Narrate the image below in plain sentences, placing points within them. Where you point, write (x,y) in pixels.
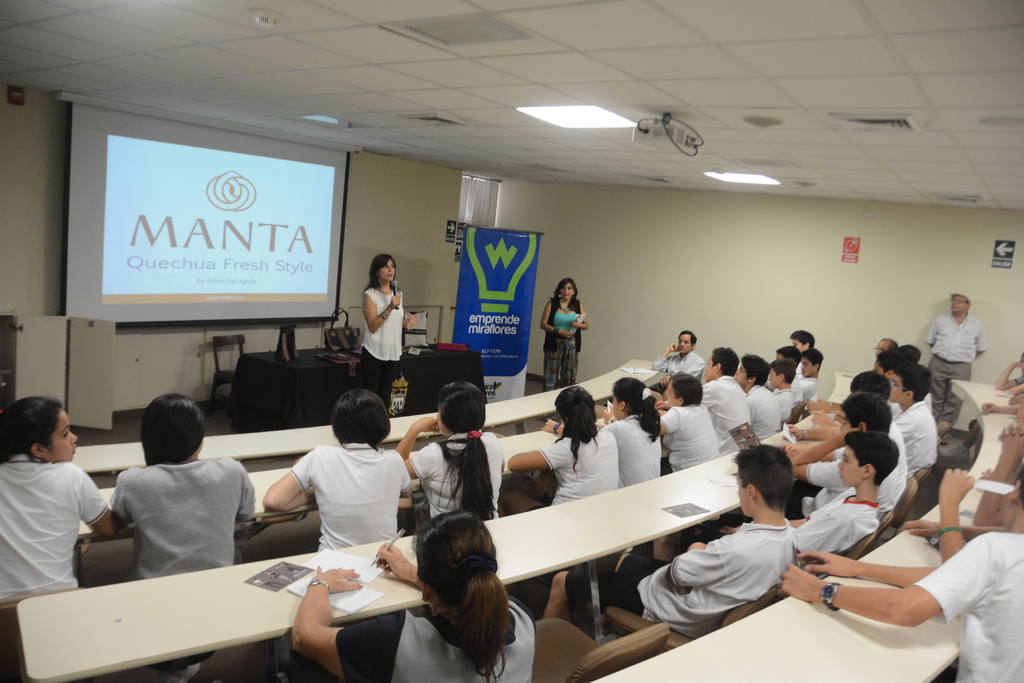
In this image we can see many people (441,562) sitting on the chairs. We can see few people (378,325) standing. A person (398,340) is speaking into a microphone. There are many benches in the image. There is a projector screen (243,227) in the image. There are few posters (1011,255) on the wall (905,254) at the right side of the image (1001,264). There is a projector (694,139) at the top of the image (675,141). There are few objects (347,358) on the table (307,360). There is a chair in the image. There is a cabinet (85,363) at the left side of the image (64,358). A person (402,615) is writing on an object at the bottom of the image (436,637).
